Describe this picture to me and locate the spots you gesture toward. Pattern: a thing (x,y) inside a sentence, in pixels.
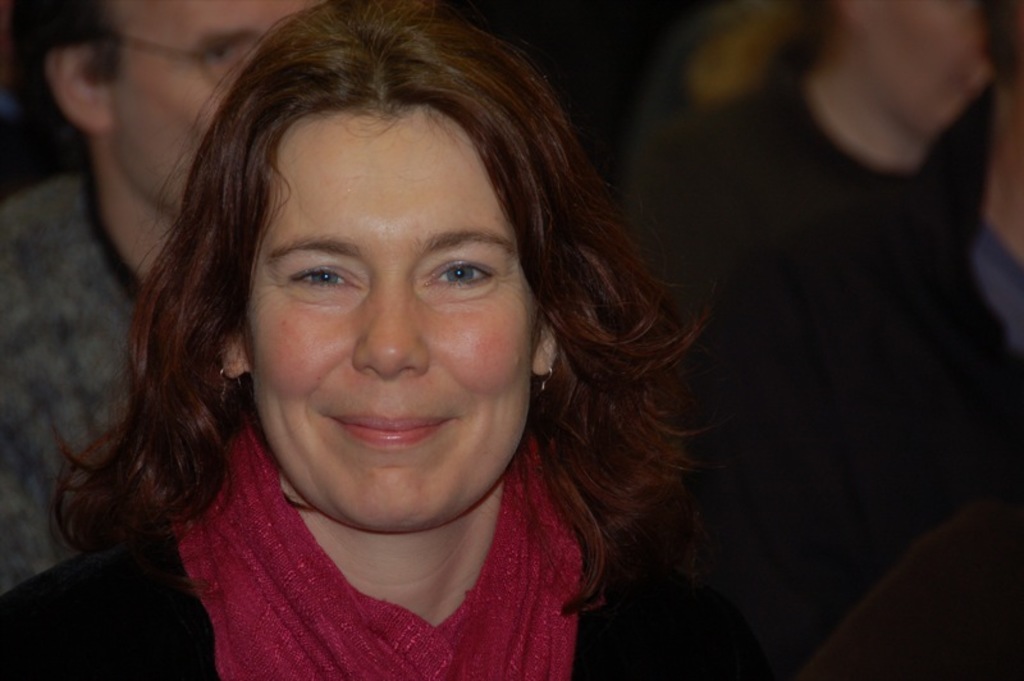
In the foreground of this image (387,416), there is a woman (265,595) wearing black dress (192,604) and a red stole (368,637). In the background (150,84), there are two people (150,133).
